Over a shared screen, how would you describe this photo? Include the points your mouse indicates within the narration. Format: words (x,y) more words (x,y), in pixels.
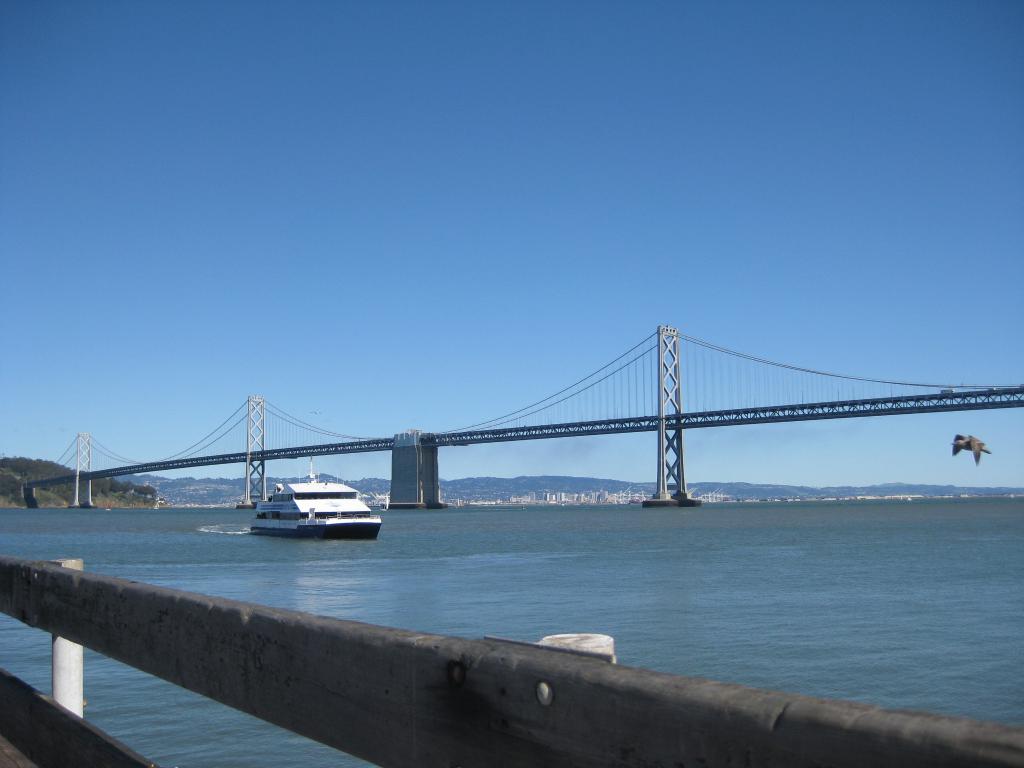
In this image I can see a boat (326,530) on the water (688,538). In the background (725,409) I can see a bridge (708,420), a bird (974,447) in the air (392,236). I can also see the sky (392,236).
